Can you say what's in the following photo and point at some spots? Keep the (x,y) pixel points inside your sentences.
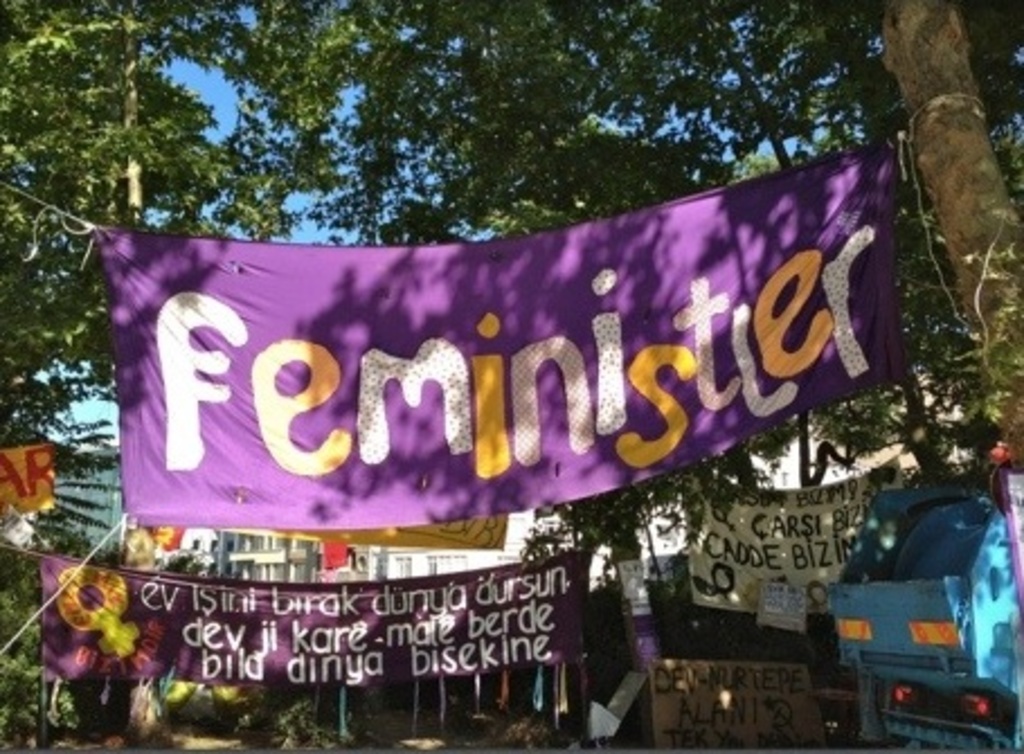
In this image, we can see trees (586,165), buildings (511,557), banners (301,472), poles (583,578), boards (743,678) and there is a vehicle (973,571).
